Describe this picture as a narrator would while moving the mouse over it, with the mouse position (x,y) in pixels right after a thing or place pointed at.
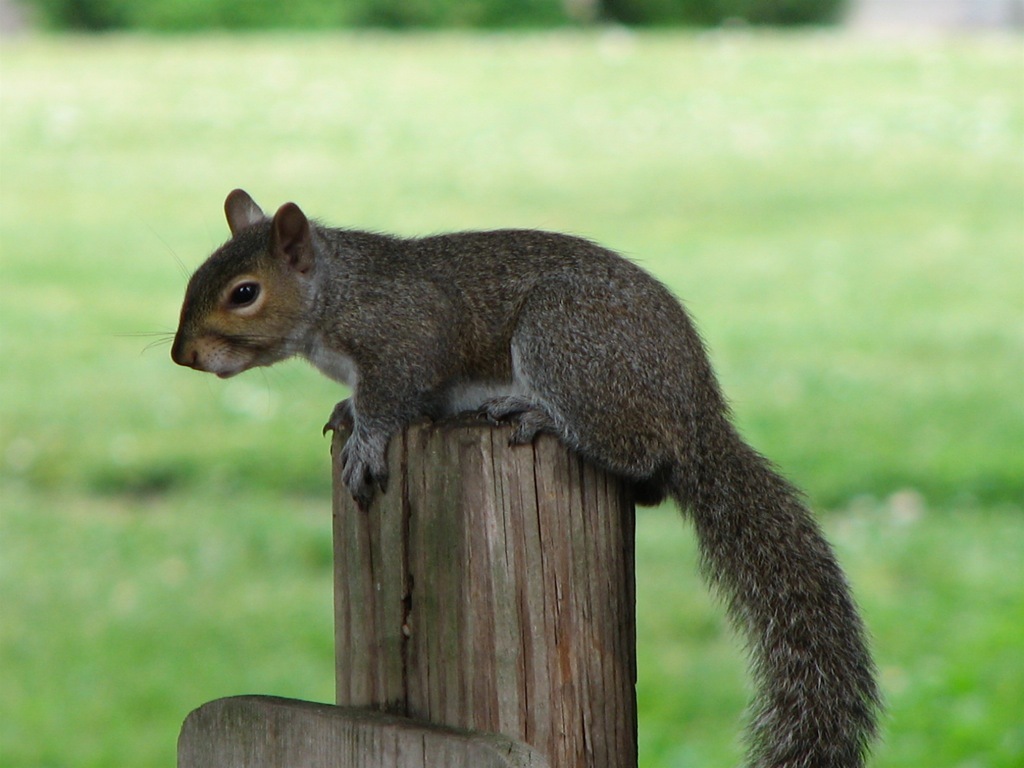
In this image we can see a squirrel (472,390) on a wooden stick (560,535). There is a blur background (1004,225) with greenery (1015,622).
